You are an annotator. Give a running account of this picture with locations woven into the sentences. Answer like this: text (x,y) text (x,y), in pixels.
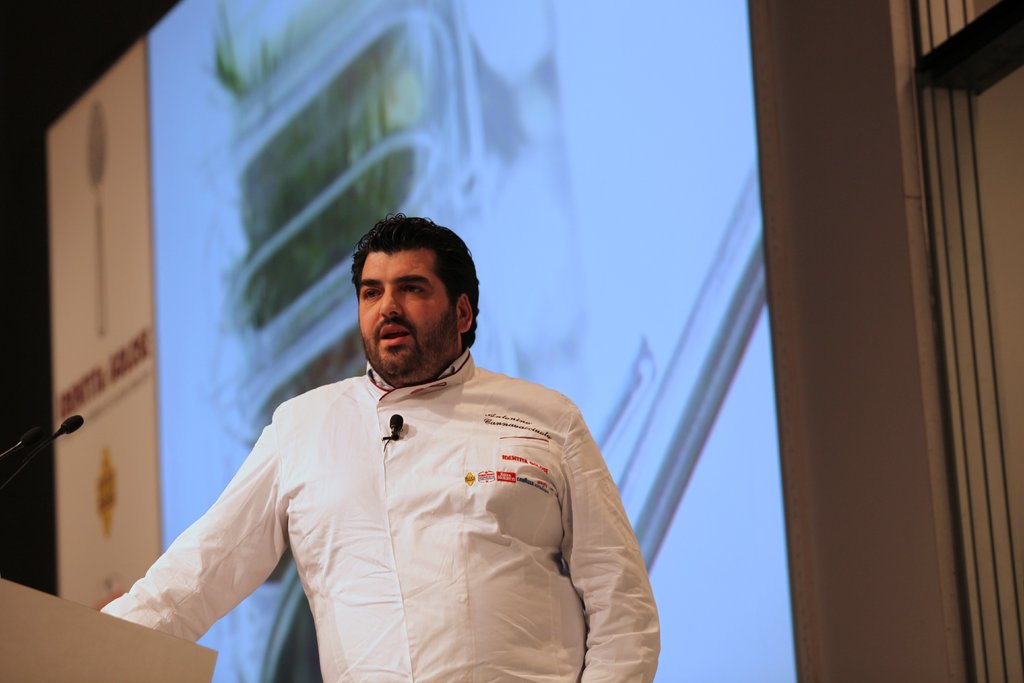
In this picture we can see a man (609,600) standing at the podium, mics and in the background (611,329) we can see a screen (187,195).
